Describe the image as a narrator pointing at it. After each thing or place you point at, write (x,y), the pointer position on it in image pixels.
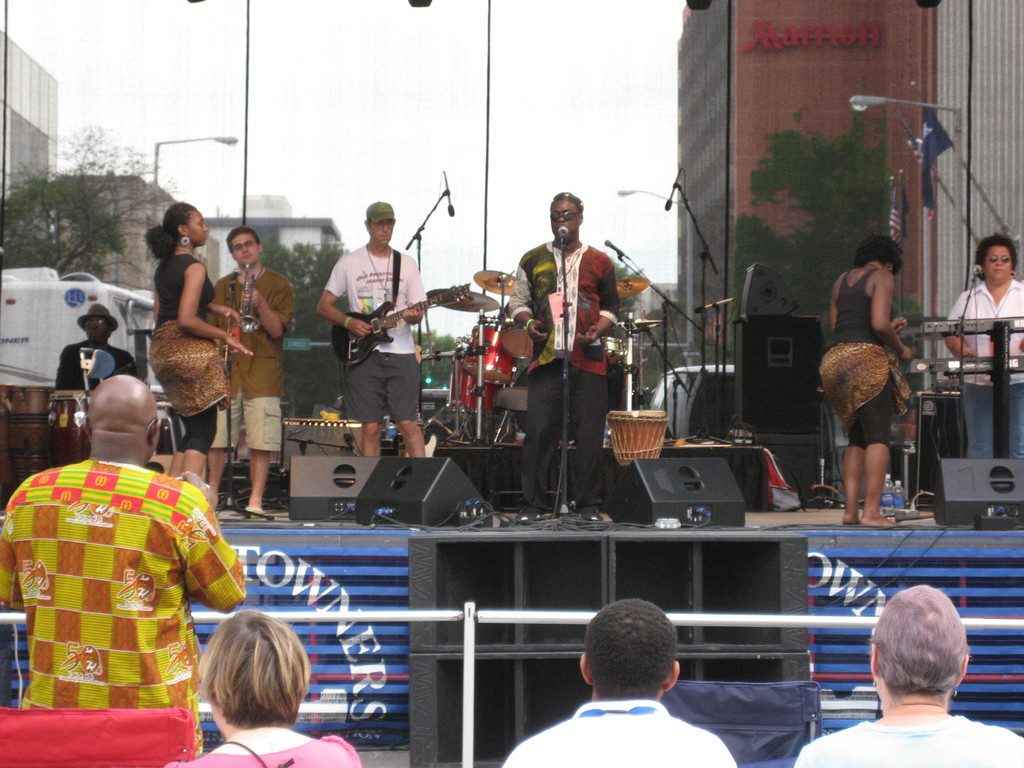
In this image, we can see some people (281,700) are there at the bottom (694,762). And here is the stage (851,543). Few people (997,305) are playing musical instrument (243,314). Here left side (93,610) bottom, the man (109,596) is standing. And the left side (186,358) on the stage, the woman (187,344) is dancing. Here the background (95,240), we can see some trees (654,355) and buildings (298,224). Right side (859,393) the women (860,379) also dancing.
